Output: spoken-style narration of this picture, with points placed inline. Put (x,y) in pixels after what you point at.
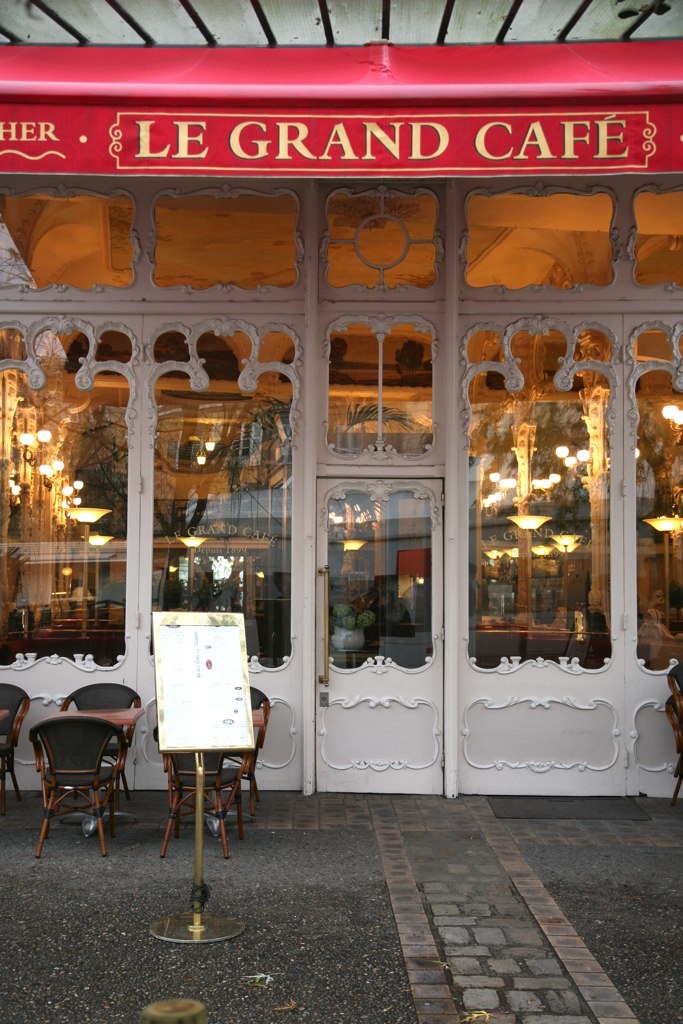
In this image I can see the ground (449,819), a board (247,694), few chairs (65,732), a red colored board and a building (234,543). I can see the glass doors (333,545) through which I can see few chandeliers (60,489) and few other objects (597,497).
